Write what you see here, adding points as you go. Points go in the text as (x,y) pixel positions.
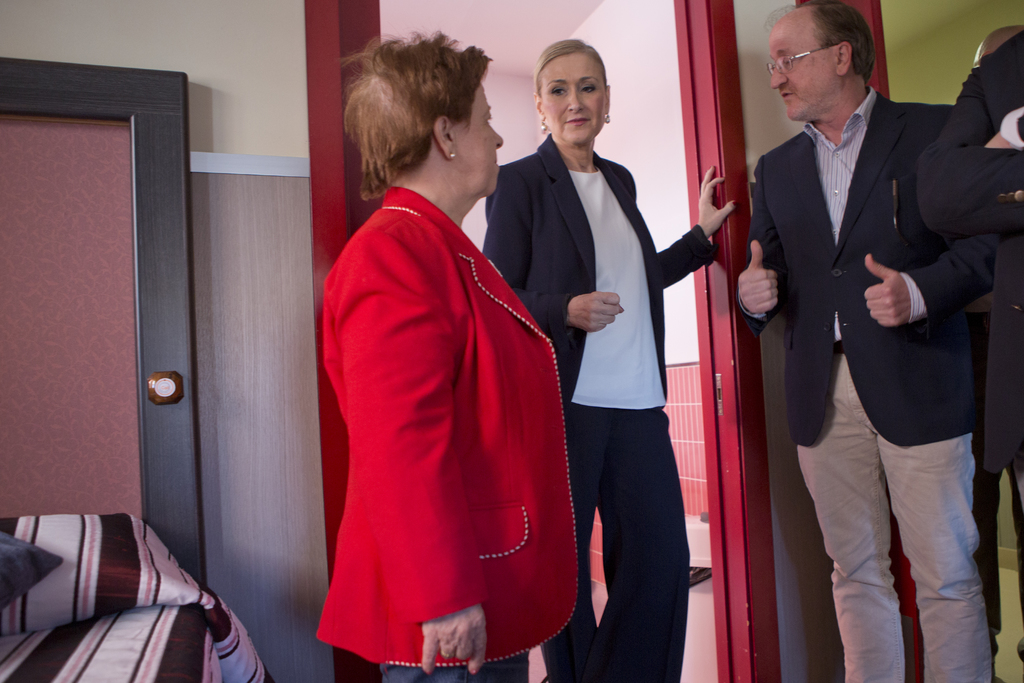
In this picture there are people (400,278) standing and we can see cloth (126,579) and door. In the background of the image (664,203) we can see wall (617,29).
